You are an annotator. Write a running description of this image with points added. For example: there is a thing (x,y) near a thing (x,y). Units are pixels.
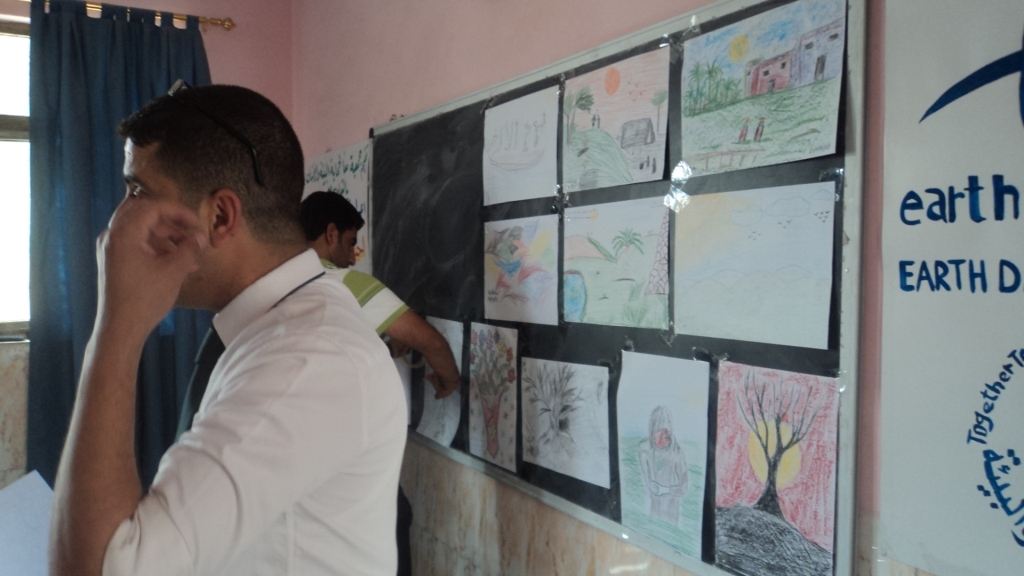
This is the picture of a room (593,373). In this image there are two persons (241,397) standing. On the right side there is a board (525,343) and there are posters (688,227) on the wall (391,85). At the back (44,220) there is a curtain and there is a window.
